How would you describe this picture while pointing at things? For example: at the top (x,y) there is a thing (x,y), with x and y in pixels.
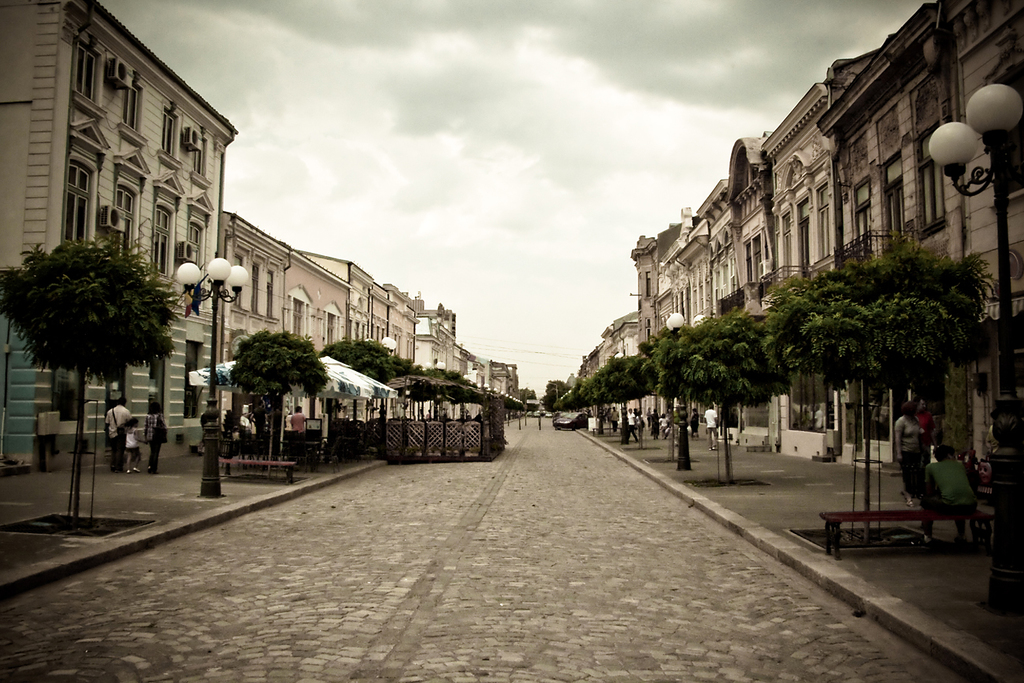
In this picture we can see a group of people (656,437) where some are sitting and some are walking on footpaths (744,468), buildings (24,357) with windows (126,236), trees (683,328), car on the road (542,446) and in the background (528,133) we can see the sky (528,133) with clouds (455,172).
